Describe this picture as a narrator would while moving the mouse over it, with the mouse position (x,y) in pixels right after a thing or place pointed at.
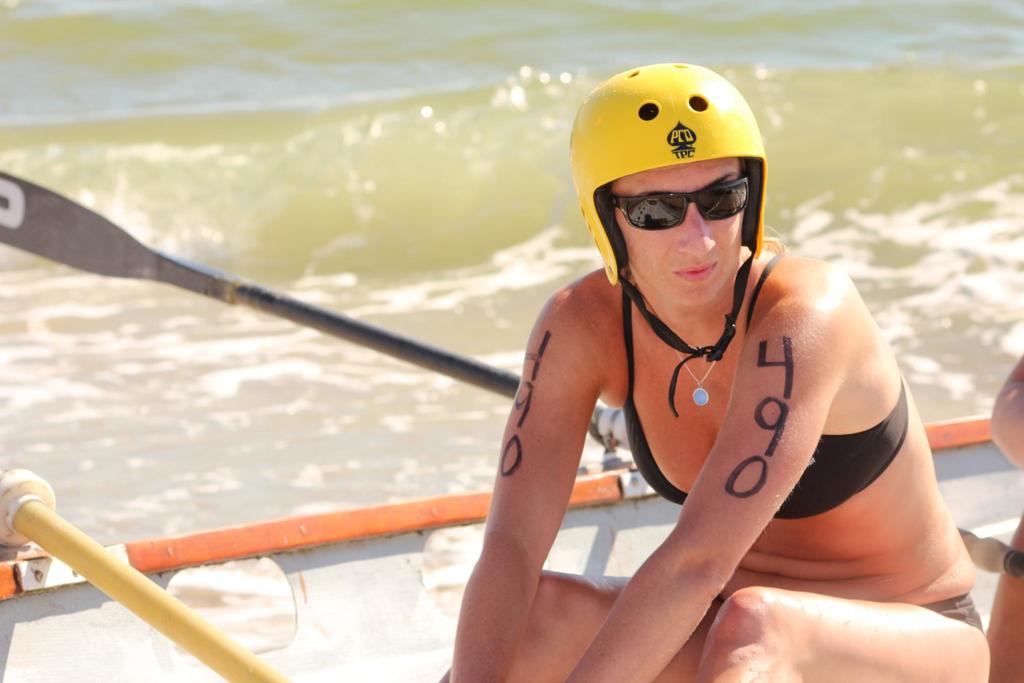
In this image I can see a person (829,516) sitting in the boat (355,659). The person (664,105) is wearing yellow color helmet (671,134) and I can also see few paddles (73,566) in the boat (343,643) and the boat (372,643) is on the water (314,454).
